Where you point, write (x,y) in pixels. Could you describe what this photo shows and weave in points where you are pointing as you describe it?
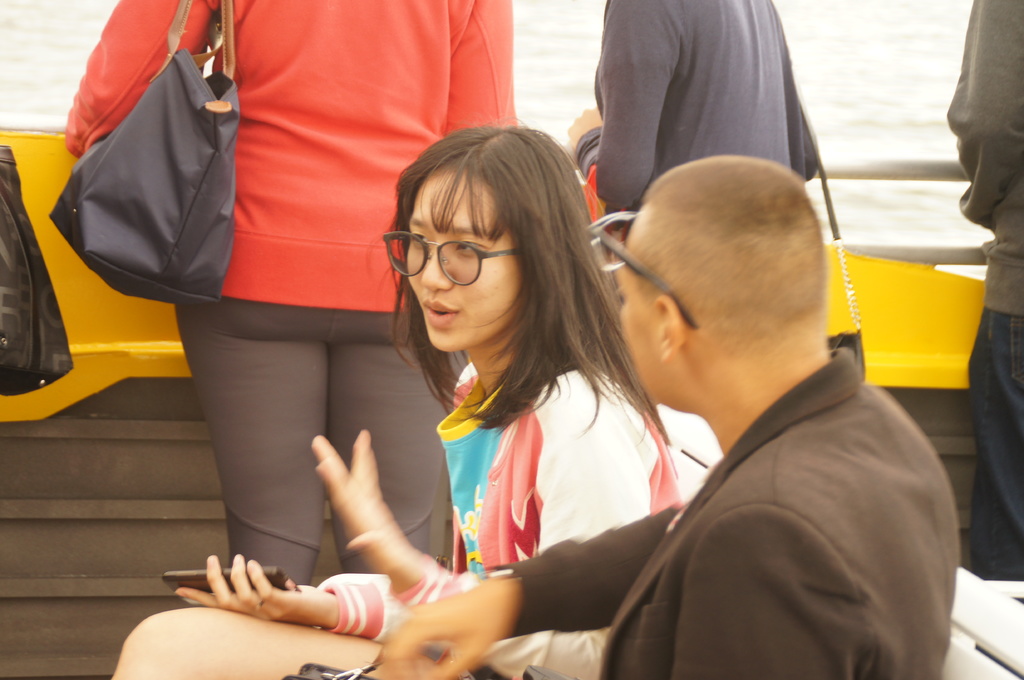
In the image there is a man (765,678) and woman (601,462) sitting inside boat (987,666) and talking, they both had glasses (460,255) and behind them there are few persons (316,205) standing and in the front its a sea (65,57).
